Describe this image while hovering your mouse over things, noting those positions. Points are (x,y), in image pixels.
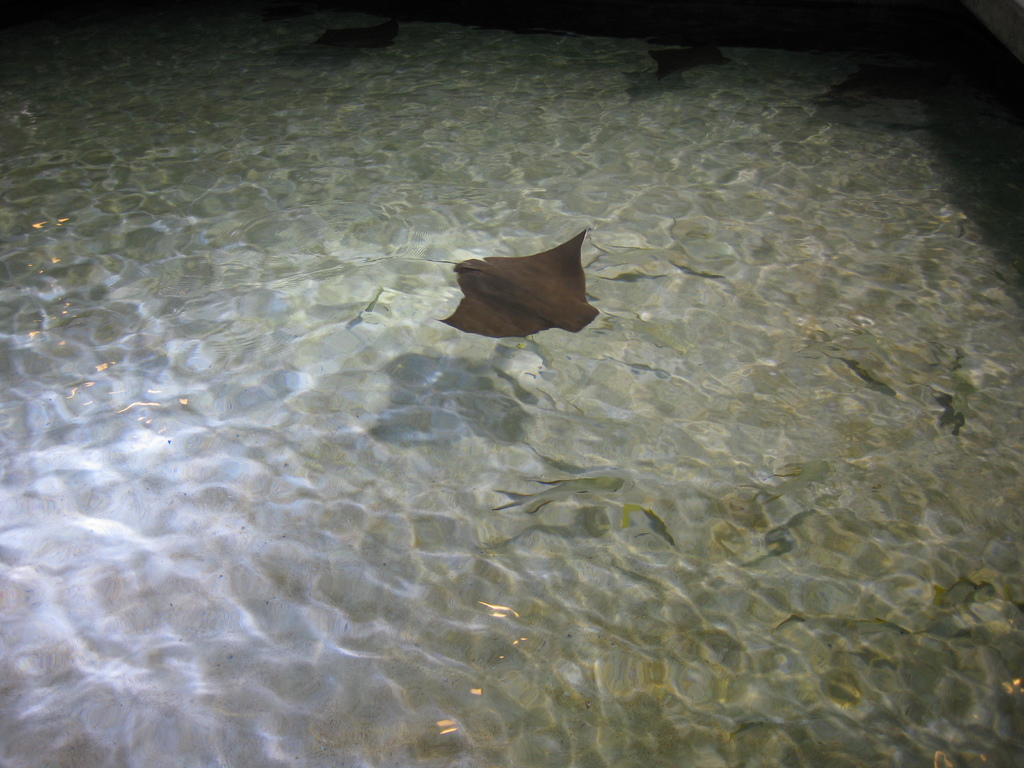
There is a ray fish (520,304) and many other fishes (585,486) in the water (672,308).
